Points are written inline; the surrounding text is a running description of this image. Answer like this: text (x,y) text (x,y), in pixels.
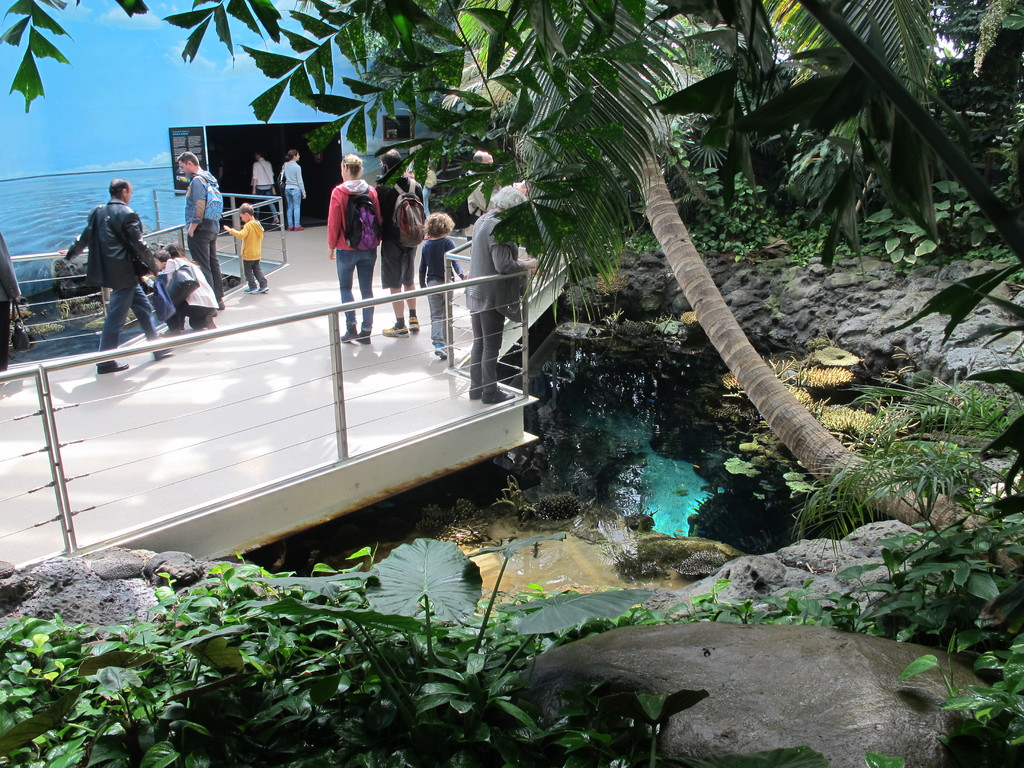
In the image there are some trees (692,283) and plants (824,98) and in front of them there are few people (403,272) standing on a floor (200,398) and there is a fencing (240,198) around that floor (274,304), behind the fencing (157,199) there is a water surface (131,199).
